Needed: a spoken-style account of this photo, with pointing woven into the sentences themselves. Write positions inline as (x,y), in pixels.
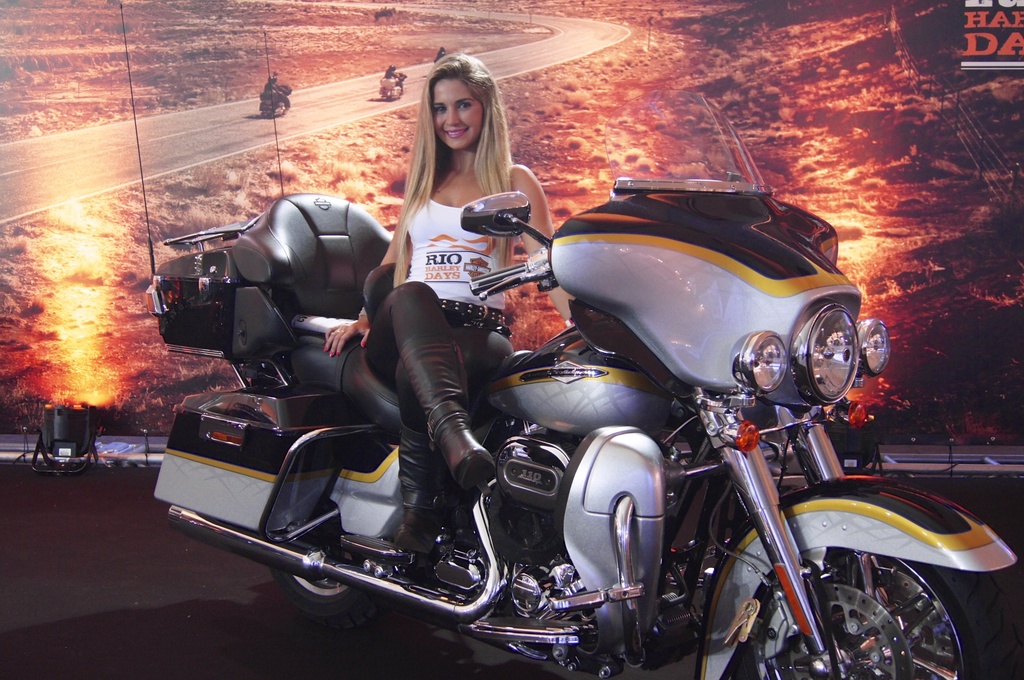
She is sitting on a motorcycle (563,391). She is smiling. She is wearing belt (500,320). She is holding a motorcycle (594,285). We can see in background (271,115) way (341,99).
